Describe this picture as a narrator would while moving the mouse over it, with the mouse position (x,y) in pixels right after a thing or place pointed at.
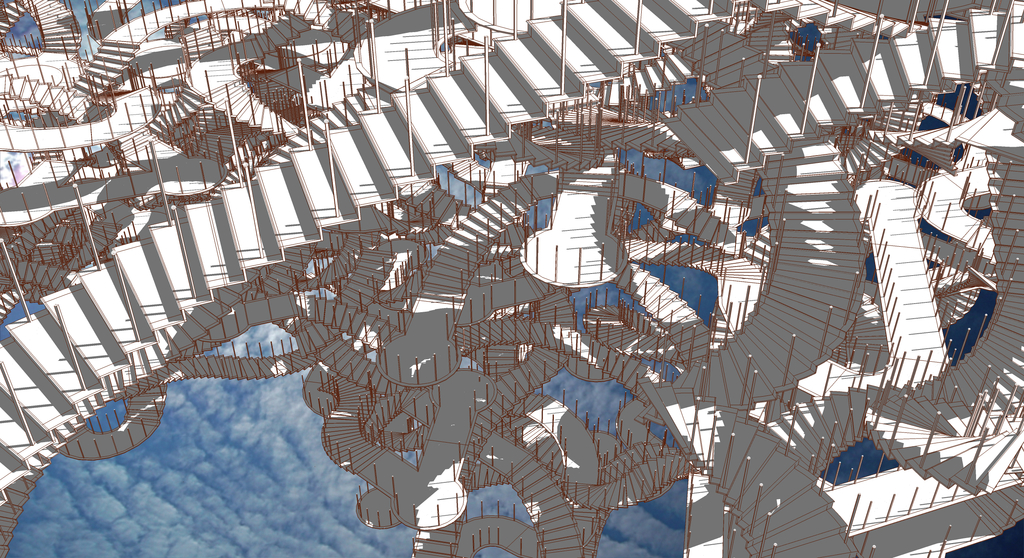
In this image we can see the graphic design of staircases (507,80) and here we can see the sky (200,460) with clouds (120,485).
